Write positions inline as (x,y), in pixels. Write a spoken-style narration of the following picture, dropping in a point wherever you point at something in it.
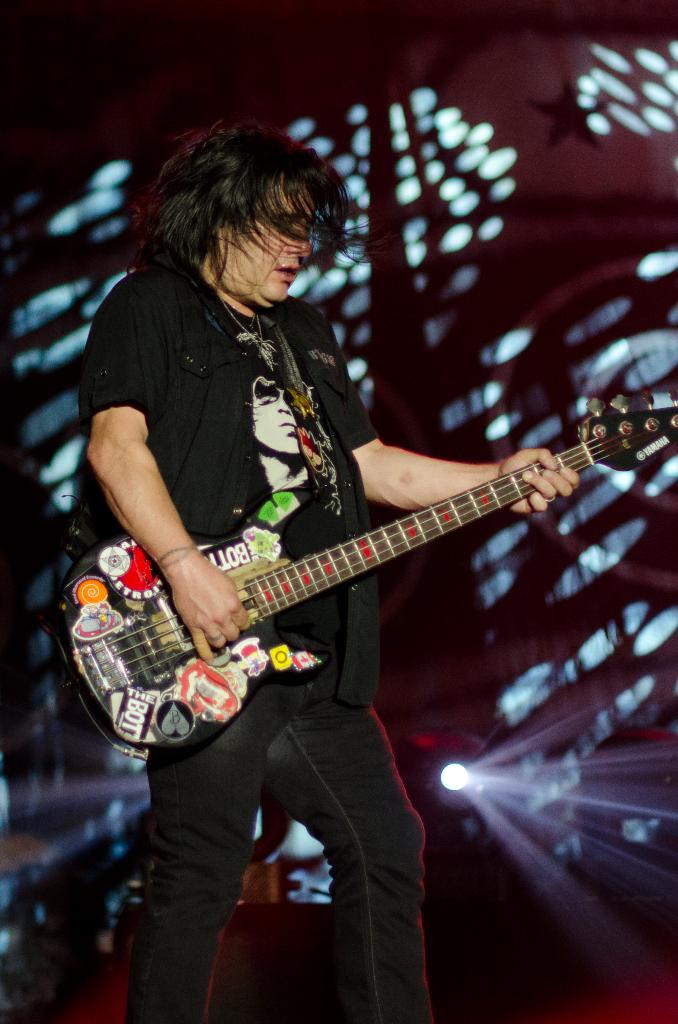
In this picture we can see a man (201,301) holding a guitar (276,546) and playing a guitar (253,603), this man (225,622) is wearing a black color t-shirt (299,478) black color jeans (362,826), in the background (461,774) we can see light (452,775).
